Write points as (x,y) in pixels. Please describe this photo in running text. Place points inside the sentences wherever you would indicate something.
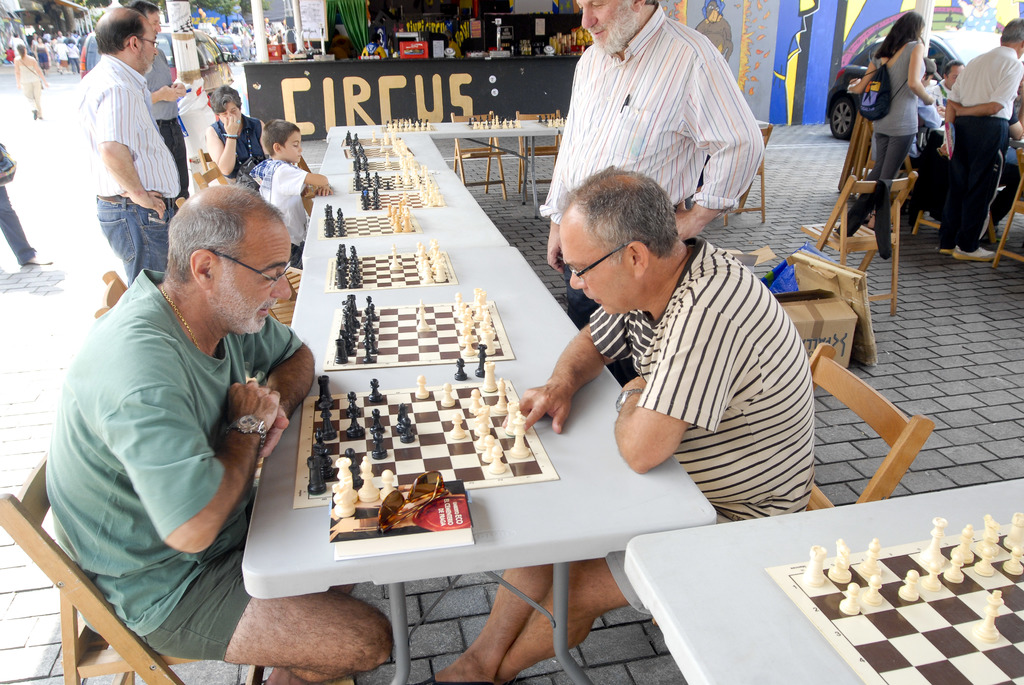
In this image, there are some persons (131,300) wearing clothes (197,379) and sitting on chairs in front of the table (506,300). This table (471,255) contains chess boards (425,446), book (404,526) and sunglasses (424,486). There are two persons (903,132) standing on the top right of the image (905,157). There are another two persons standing in the top left of the image (122,44). There is a person (631,114) standing at top of the image (601,115). There is a stall (379,85) at the top of the image (387,68).
